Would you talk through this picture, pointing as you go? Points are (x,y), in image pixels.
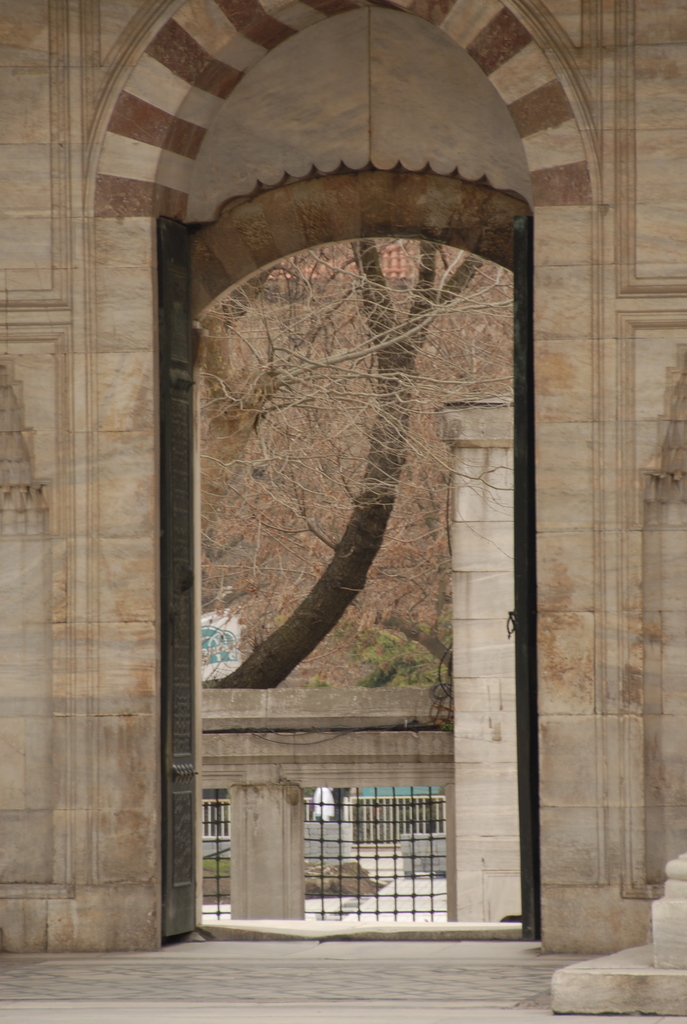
In this image we can see an entrance (263,38) with an arch (263,38). Through the entrance (205,104) we can see trees (312,433). Also there is a railing (349,813). On the sides there are walls (600,762).
